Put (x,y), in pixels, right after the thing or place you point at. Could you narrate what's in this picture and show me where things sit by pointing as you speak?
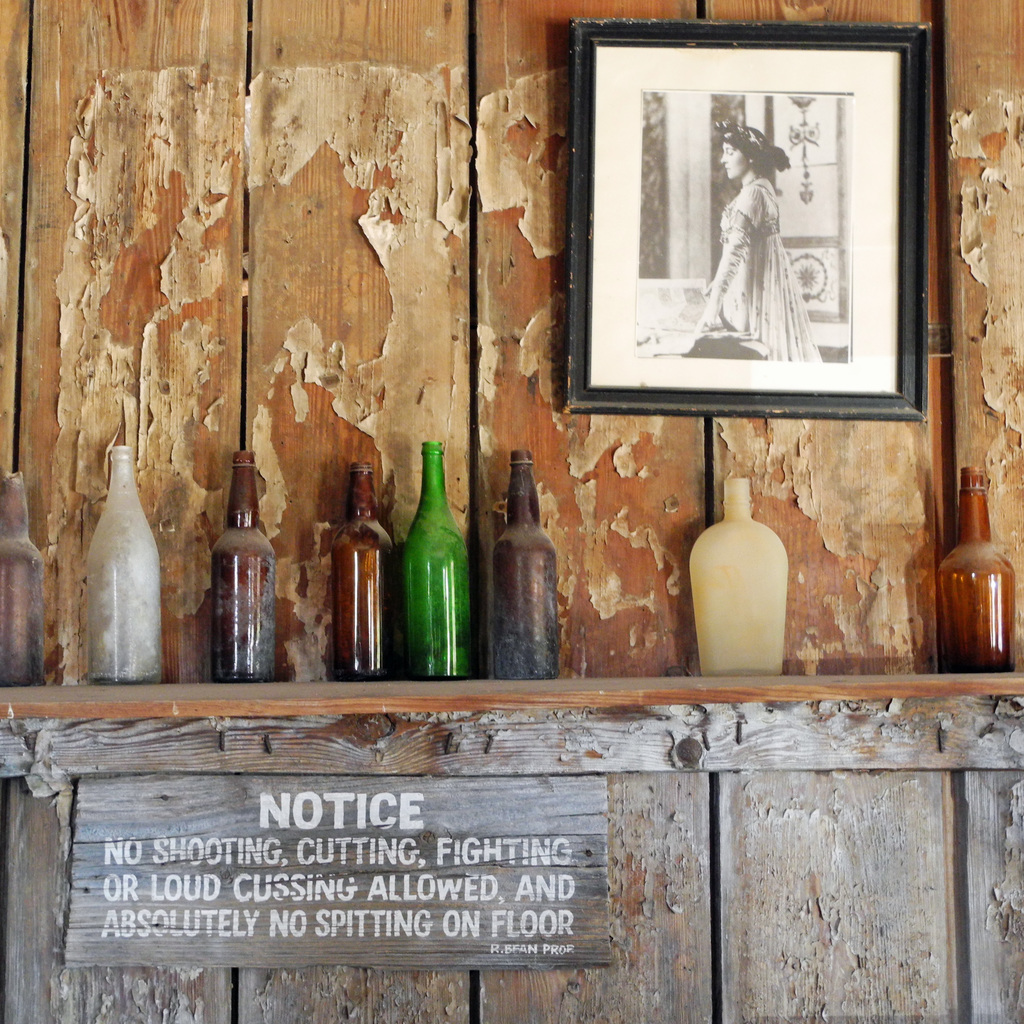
In the middle of the image (536,344) there is wall (550,240). Top right side of the image (919,60) there is a frame (799,22). Bottom left side of the image (294,784) there is notice board (275,781). In the middle of the image (366,465) there are some bottles (988,601).
